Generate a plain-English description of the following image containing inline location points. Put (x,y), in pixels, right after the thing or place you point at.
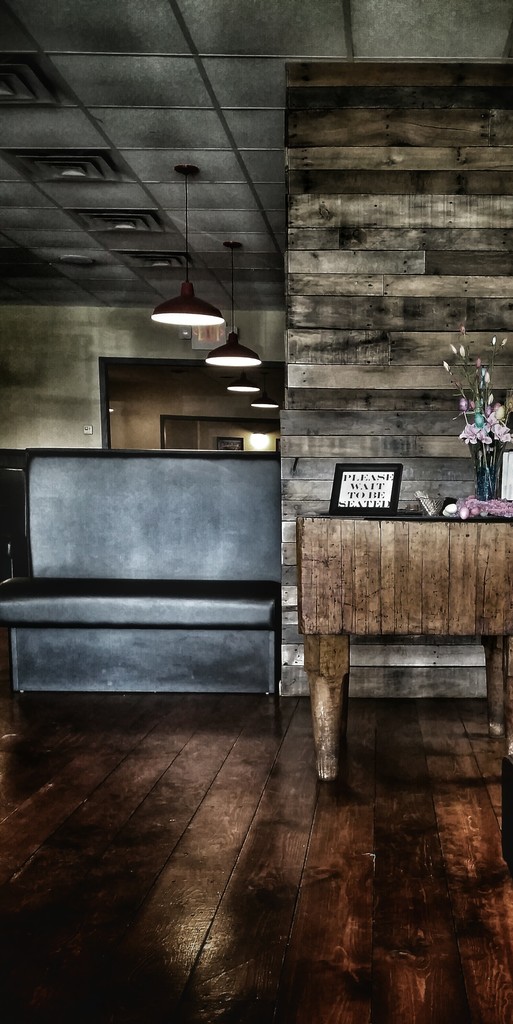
In this image we can see a black color couch (231,607). There is a table (346,552) on which there are objects (509,514). There is a wooden wall (324,211). At the top of the image (162,247) there is a ceiling (162,247) with lights (238,390). At the bottom of the image (258,898) there is wooden flooring (234,924).
